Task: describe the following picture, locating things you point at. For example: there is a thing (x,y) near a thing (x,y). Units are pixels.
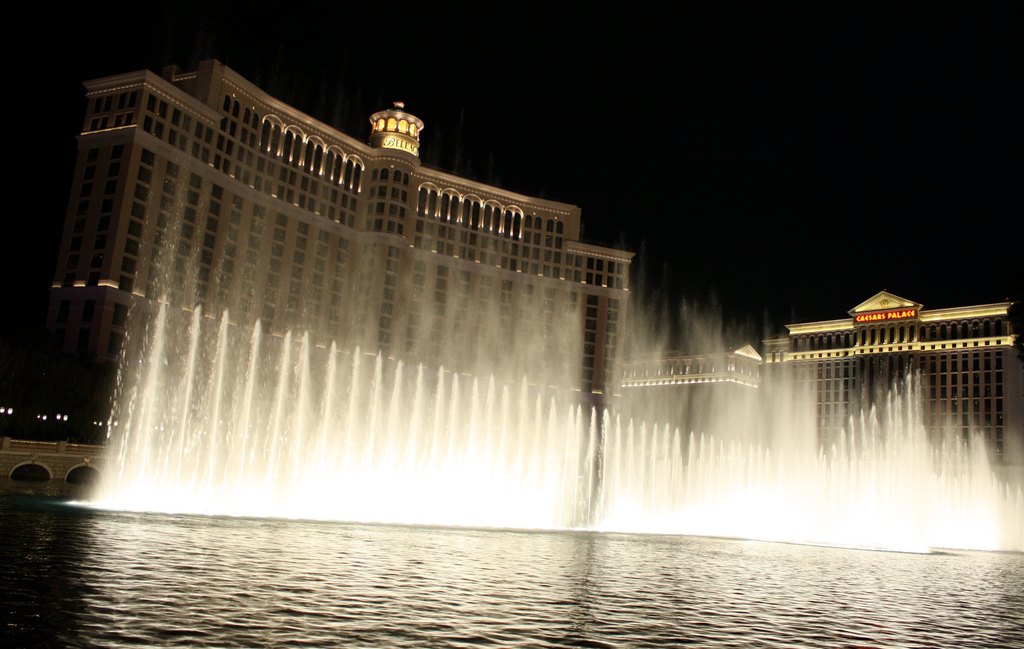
There is a water fountain (597,456) and this is water (255,590). In the background (1023,417) there are buildings (935,329) and this is sky (760,165).
